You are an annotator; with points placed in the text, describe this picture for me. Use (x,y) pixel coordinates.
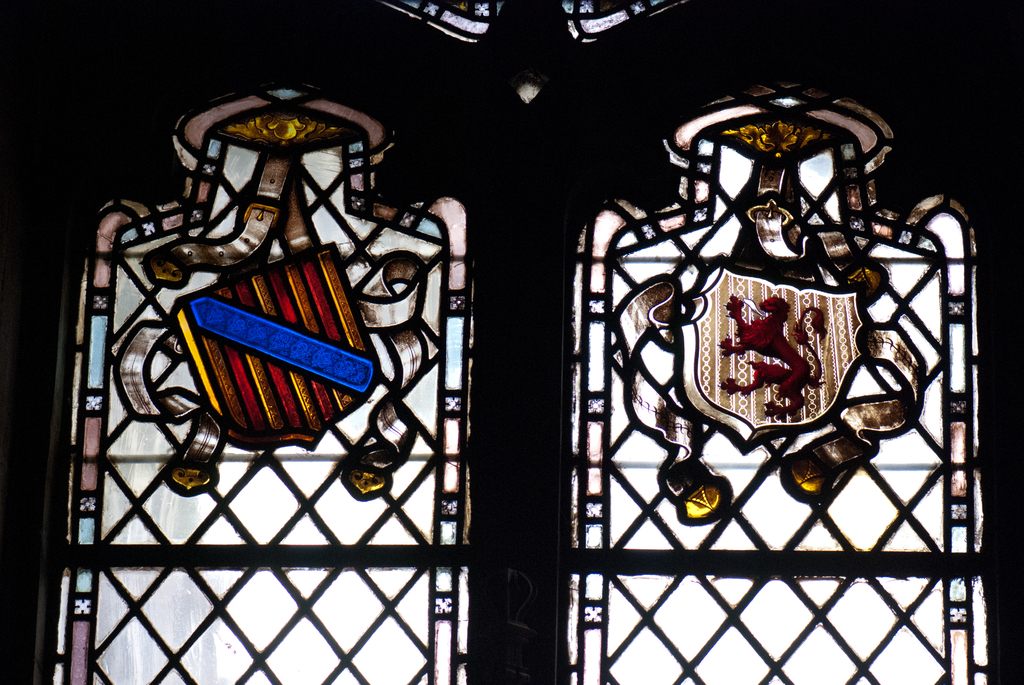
This image is taken indoors. In this image the background (101,48) is dark. In the middle of the image (442,358) there are two windows (356,391) with grills (454,625) and stained glasses (769,217).
